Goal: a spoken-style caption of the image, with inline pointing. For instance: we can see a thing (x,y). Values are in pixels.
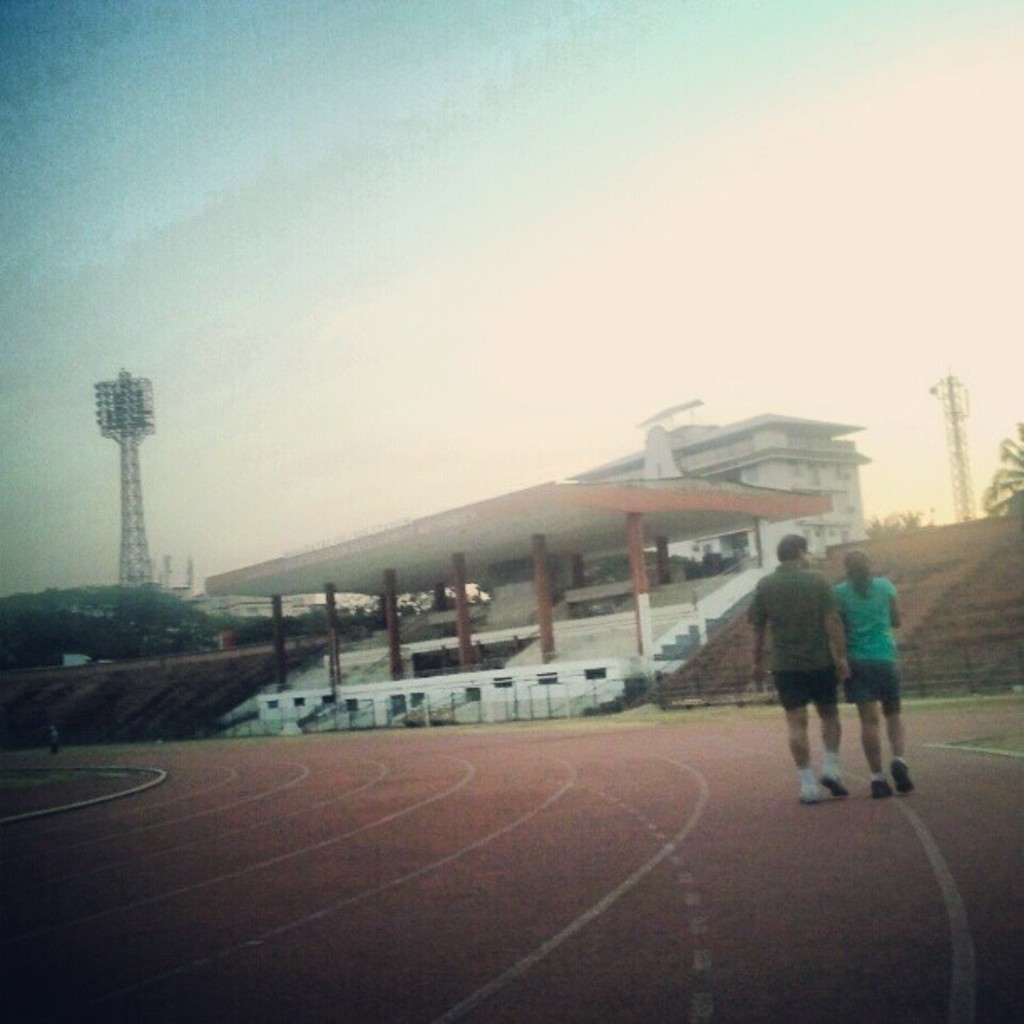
In this picture we can see a man (758,612) and a woman (904,776) walking in the ground (785,725). We can see a building (690,485), towers (954,434) and trees (890,527) in the background (910,525).
